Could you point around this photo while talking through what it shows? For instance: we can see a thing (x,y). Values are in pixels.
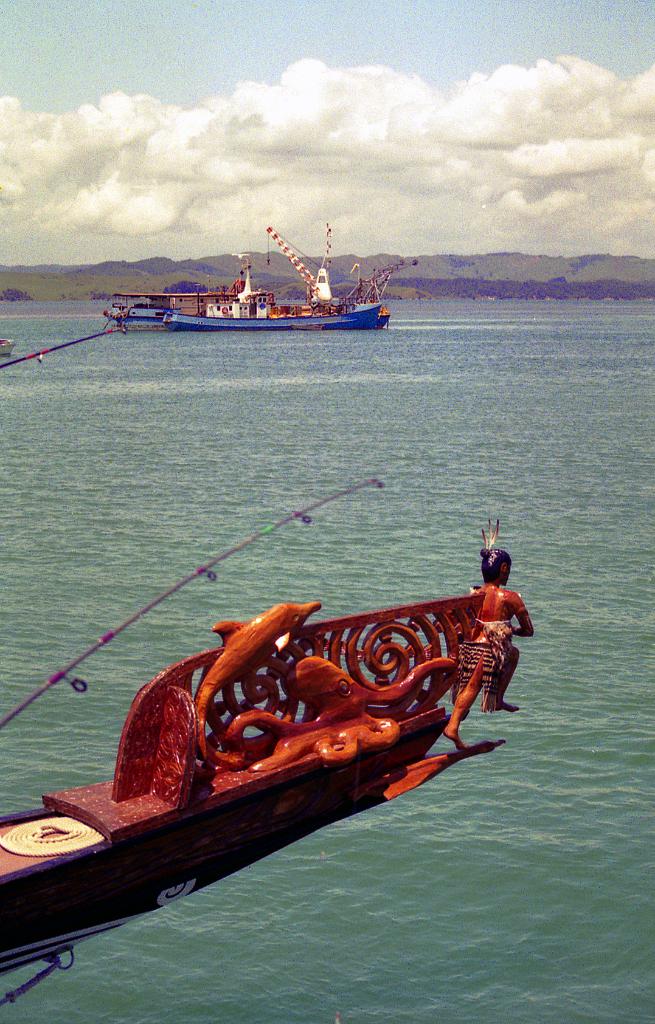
In this image we can see a sea (555,442). There are few water crafts (270,316) in the image. There is a blue and cloudy sky (325,118) in the image. There are many hills (278,269) in the image.
